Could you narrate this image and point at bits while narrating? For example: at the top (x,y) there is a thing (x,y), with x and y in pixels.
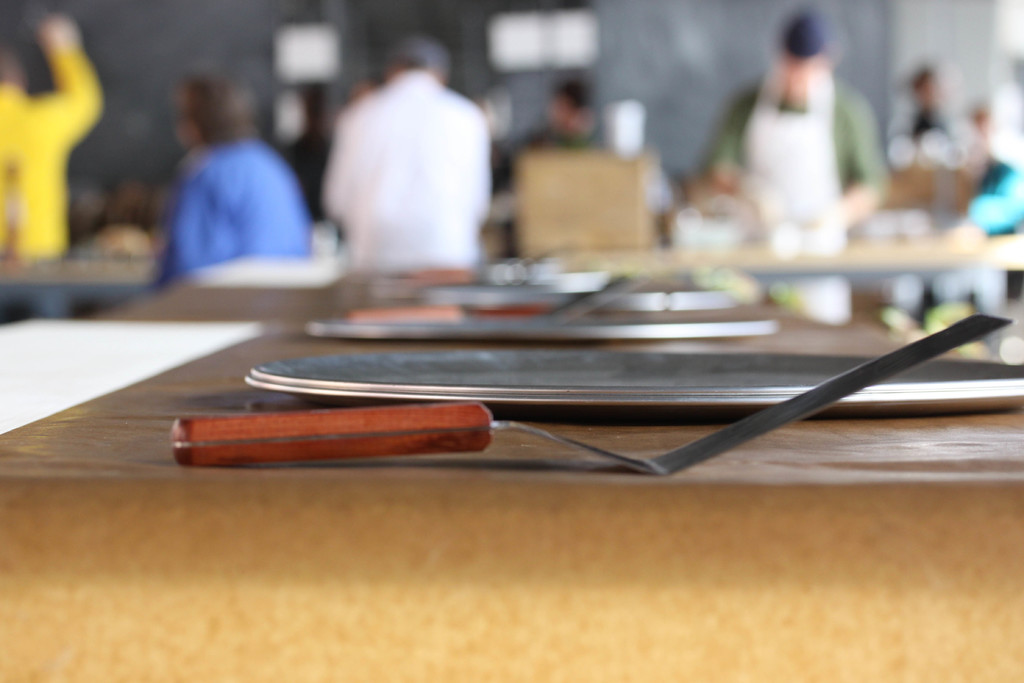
In this photo there are some spatulas (291,423) and plates (309,370) kept on the table (567,461). In the backdrop (288,180) there are people (768,143) some of them are standing and some of them are sitting.
